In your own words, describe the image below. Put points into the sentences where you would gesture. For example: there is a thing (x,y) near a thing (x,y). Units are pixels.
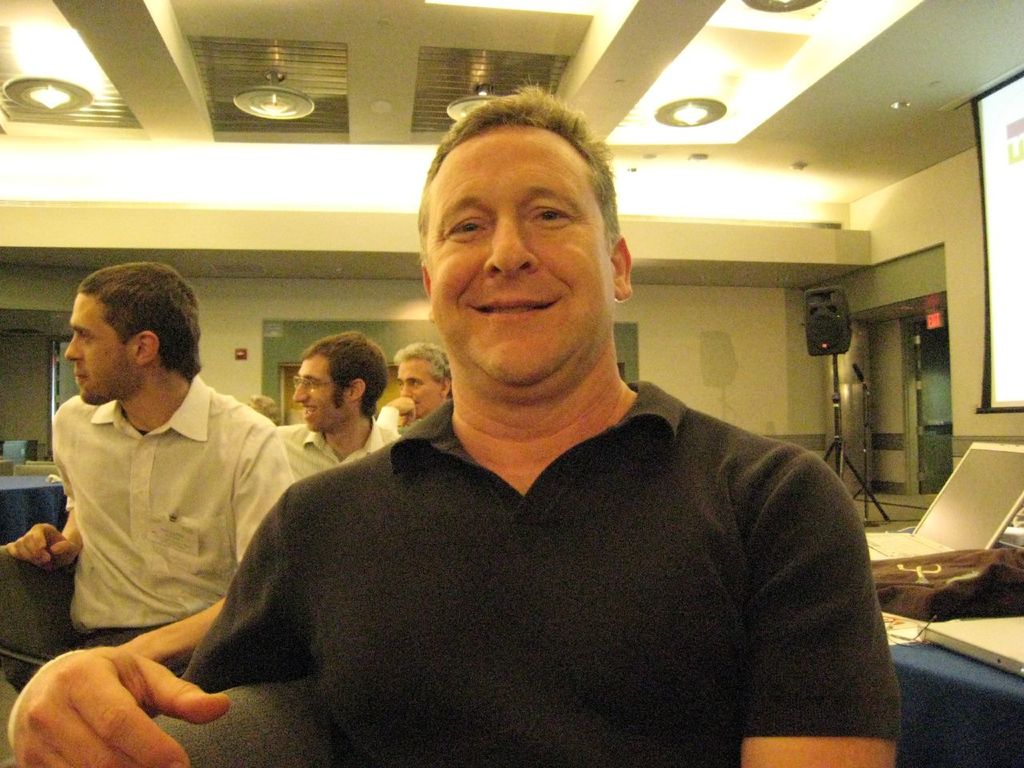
In this picture we can see some people (484,528) are in one place, side we can see few objects (963,604) are placed on the table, right side of the image (1013,361) we can see white board (1011,344) and we can see lights (462,111) to the roof (185,112).
